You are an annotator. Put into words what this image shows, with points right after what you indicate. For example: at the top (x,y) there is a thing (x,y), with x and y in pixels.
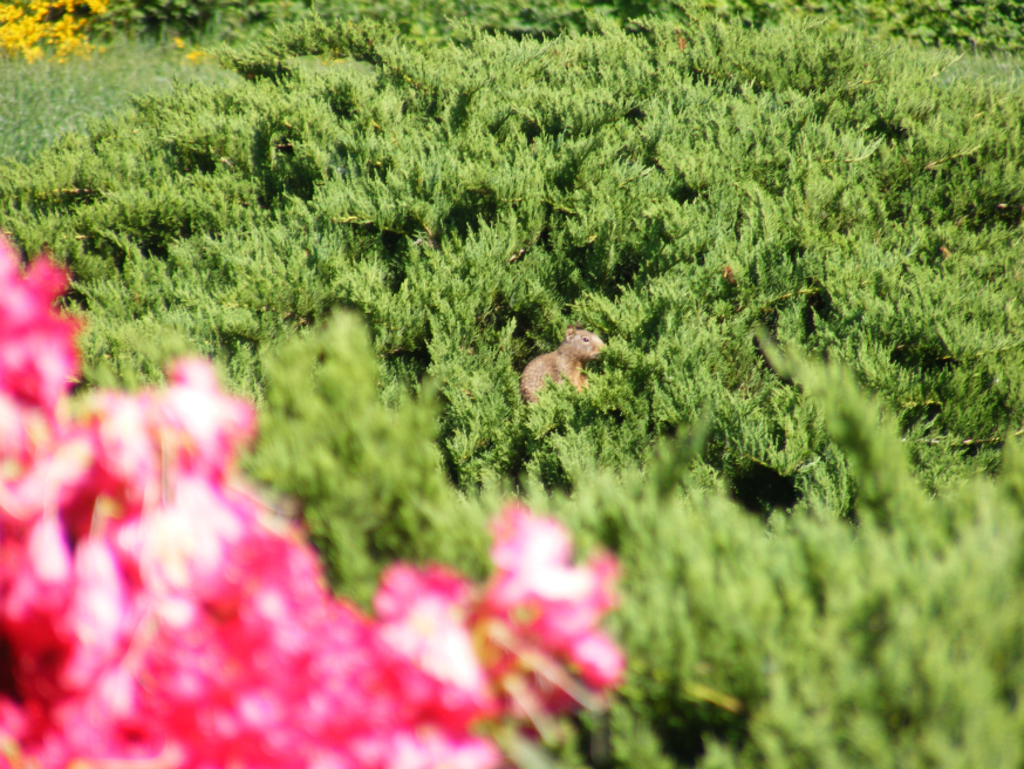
In this picture there is a squirrel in the center of the image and there is greenery (853,276) around the area of the image.
